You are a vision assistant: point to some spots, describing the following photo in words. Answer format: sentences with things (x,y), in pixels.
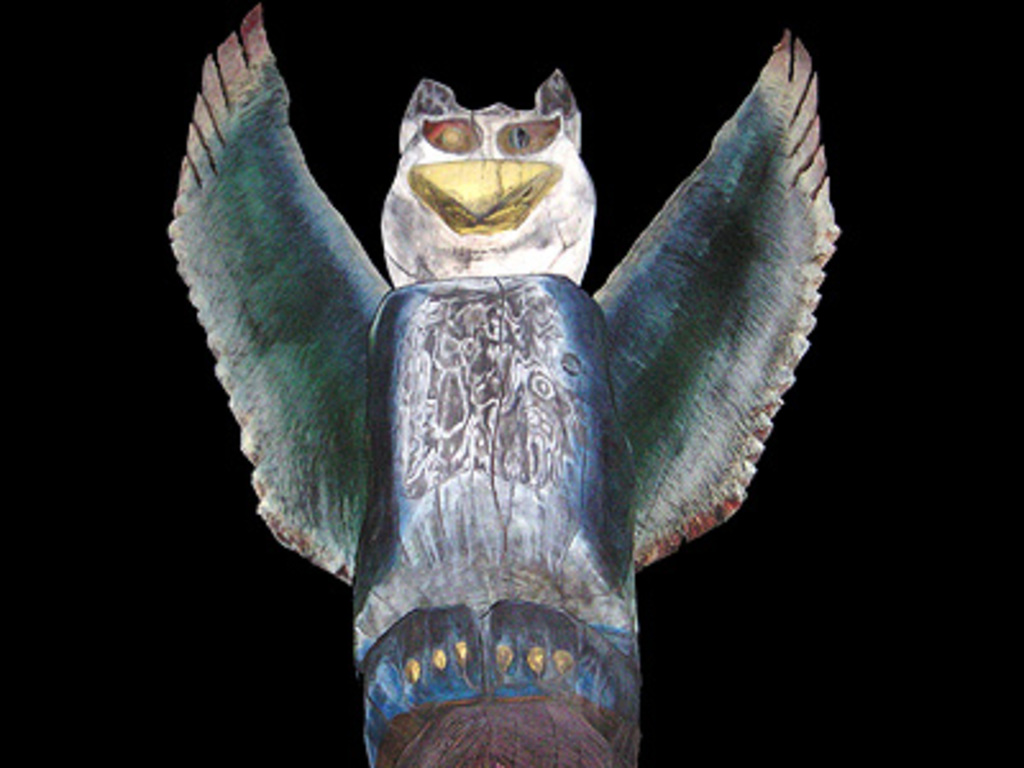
This image consists of a picture of an owl (412,398). This looks like a painting.
